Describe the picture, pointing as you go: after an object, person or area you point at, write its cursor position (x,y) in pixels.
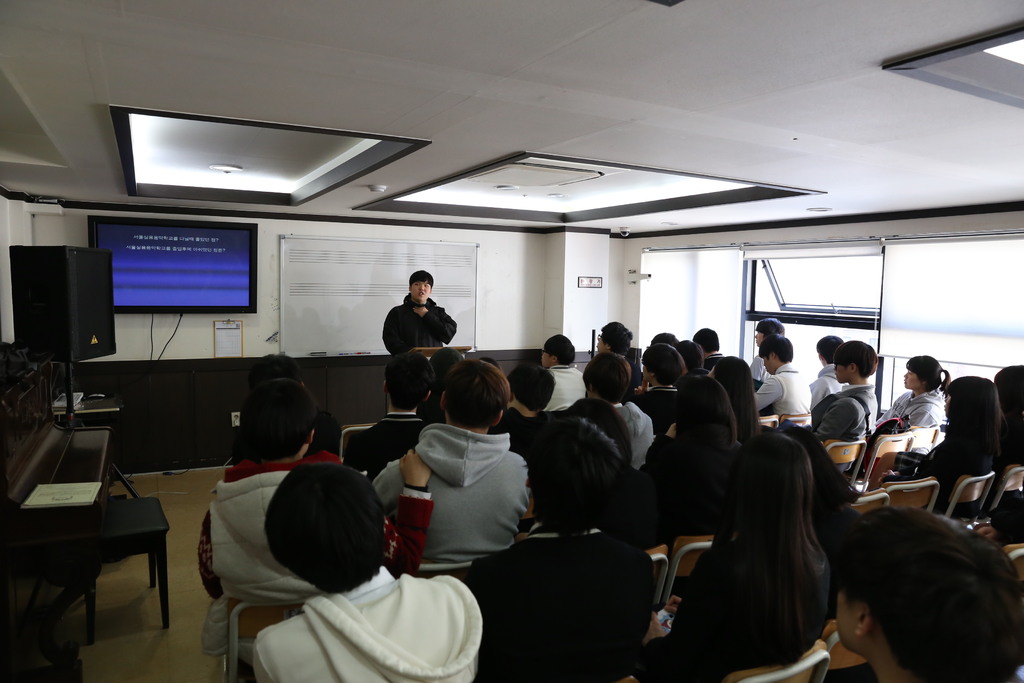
There are many people (502,488) sitting on the chairs (695,542). On the right side (826,322) there is a window (777,307). In the back (220,318) there's a wall (156,325) with screen (190,302) and a board (338,308). On the left side (43,458) there is a piano (44,444) and a stool (132,521). Near to that there is a speaker (67,325) on a stand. In the back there is a stand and a person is standing.
